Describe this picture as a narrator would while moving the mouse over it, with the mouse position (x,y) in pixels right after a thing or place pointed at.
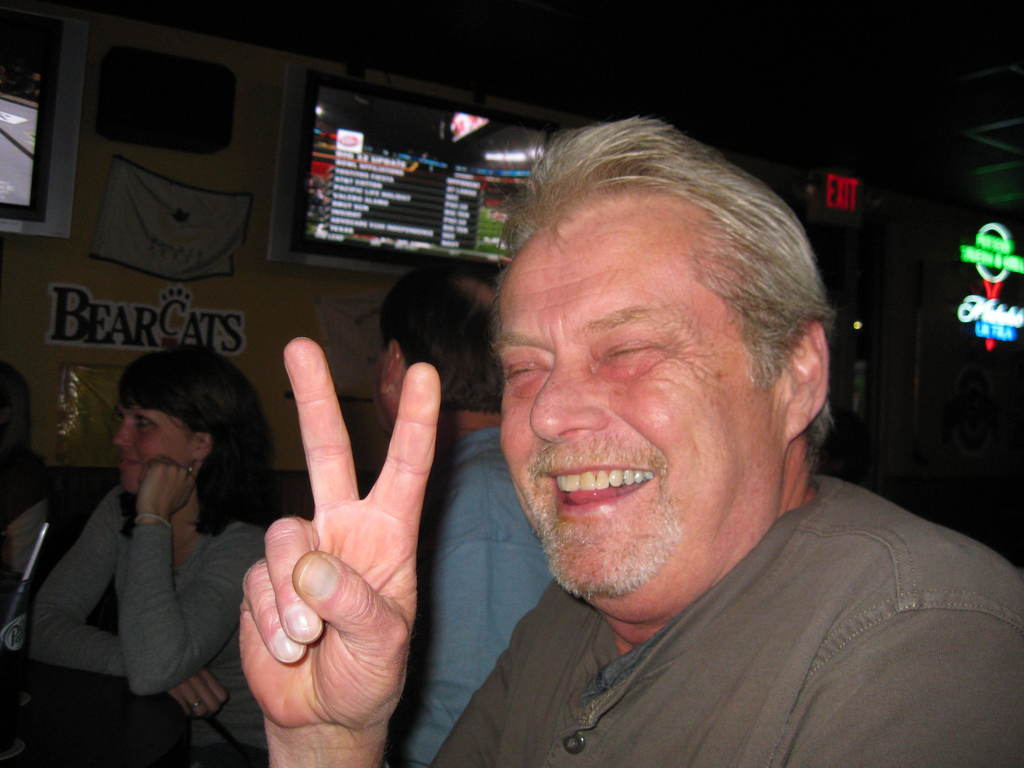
In a club (576,82) some people (138,462) are sitting in front of the table (160,723) and in the front (605,651) a person (605,708) is posing for the photo, in the background (241,322) there is a wall (212,298) and a screen (363,184) is kept in front of the wall (214,176) and a sports broadcast (412,181) is being displayed on the screen (394,200), on the right side (864,238) there is an exit door (859,346) and beside the door (900,354) there is a name (980,297) of the club (983,281) it is lightened up with the lights (1000,300).
